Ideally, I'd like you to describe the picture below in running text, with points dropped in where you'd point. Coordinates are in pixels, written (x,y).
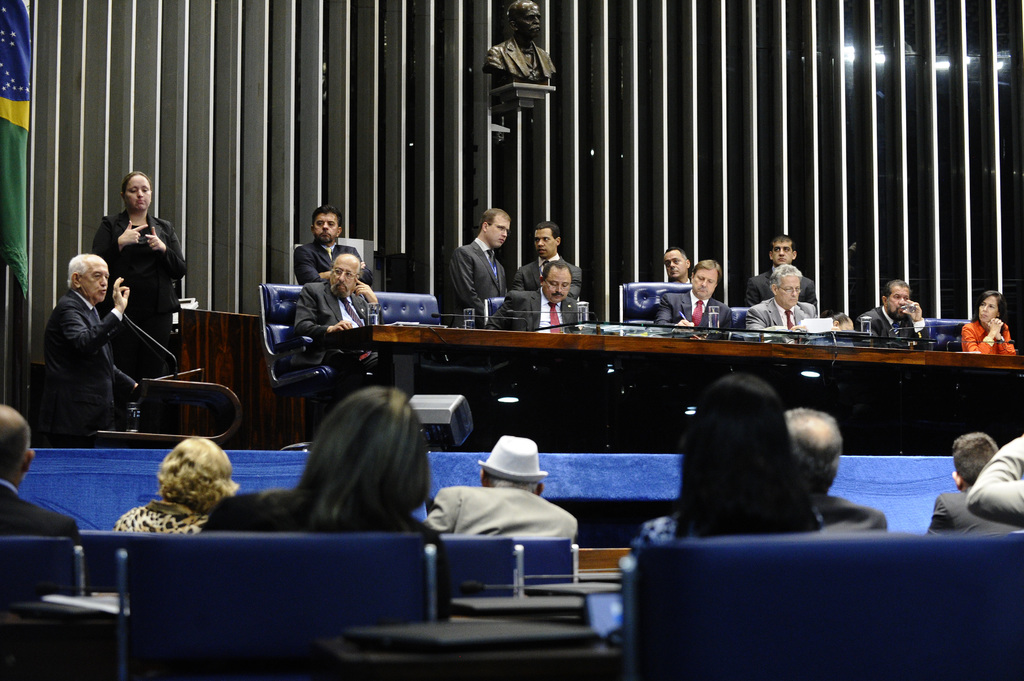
there are so many men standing and sitting in a meeting room (33,357) behind a table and there is a sculpture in the middle of the room (652,204).
